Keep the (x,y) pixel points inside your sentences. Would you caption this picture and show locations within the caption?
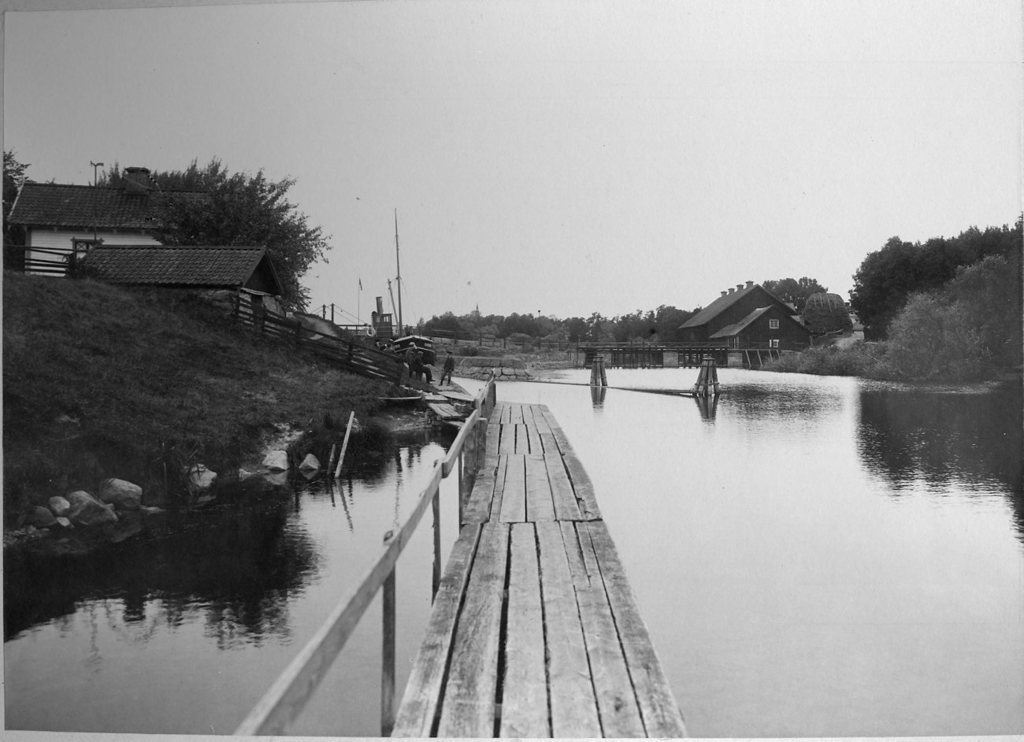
There is a wooden dock (586,597) in the center of the image (567,456) and there are houses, trees (252,237), people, poles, stones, water (721,441), it seems like another dock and sky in the background area (668,350).
